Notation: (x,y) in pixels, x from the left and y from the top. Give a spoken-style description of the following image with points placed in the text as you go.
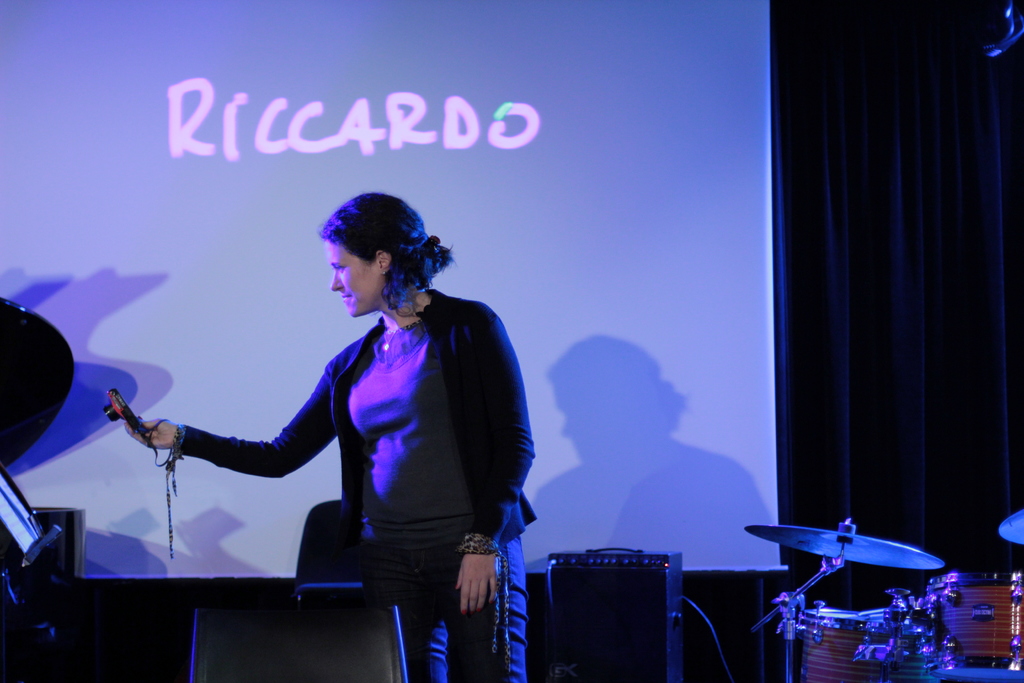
At the bottom of this image (486,550), there is a woman (442,315) holding an object (137,424) and standing on a stage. On the left side (5,574), there is an object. On the right side (1005,615), there are a speaker (560,615) and a musical instrument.
